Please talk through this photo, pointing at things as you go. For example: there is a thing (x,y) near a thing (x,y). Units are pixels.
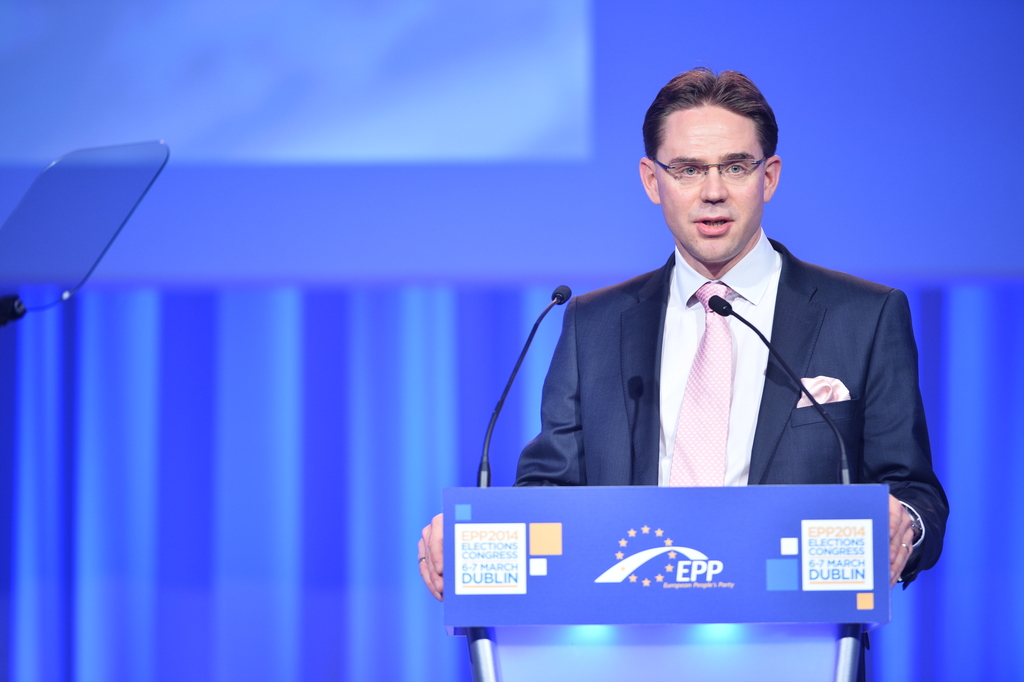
In this picture we can see a man (656,114) wore spectacles (716,167), blazer (615,419), tie (728,334), standing at the podium (698,580) and in front of him we can see mics (775,355) and in the background (279,377) we can see an object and the wall (275,209).
